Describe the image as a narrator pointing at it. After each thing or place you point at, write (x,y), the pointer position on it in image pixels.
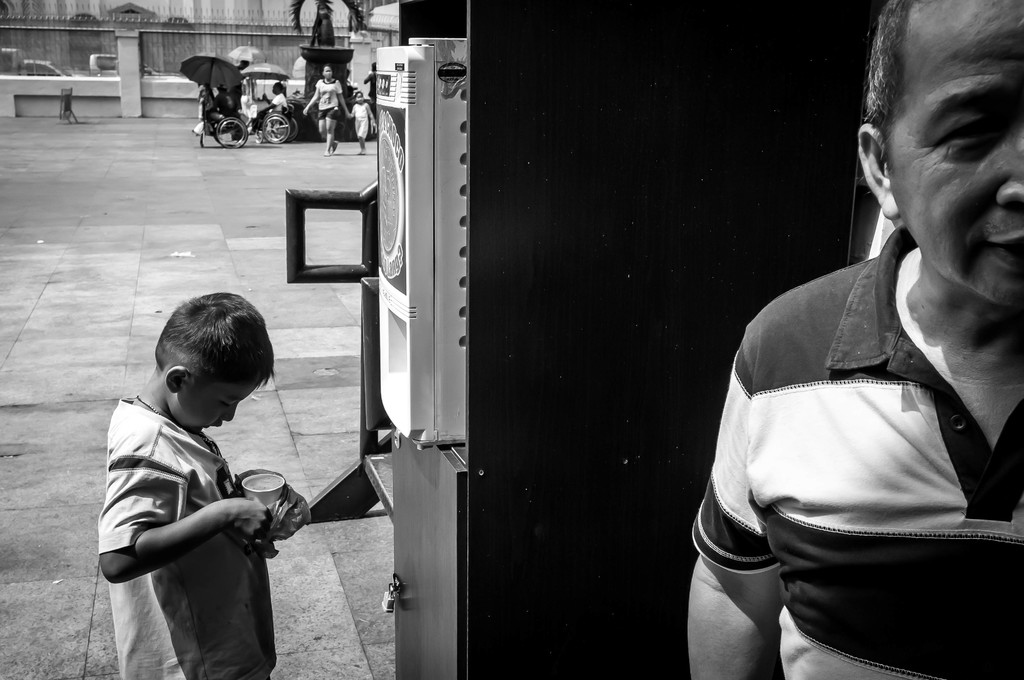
In this image there is a person (978,122), a kid (194,464) standing and holding a glass (253,479), a machine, people (276,94) sitting on the wheel chairs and holding umbrellas (230,55), sculpture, people (373,119) standing, building (92,13), cars (13,54).
